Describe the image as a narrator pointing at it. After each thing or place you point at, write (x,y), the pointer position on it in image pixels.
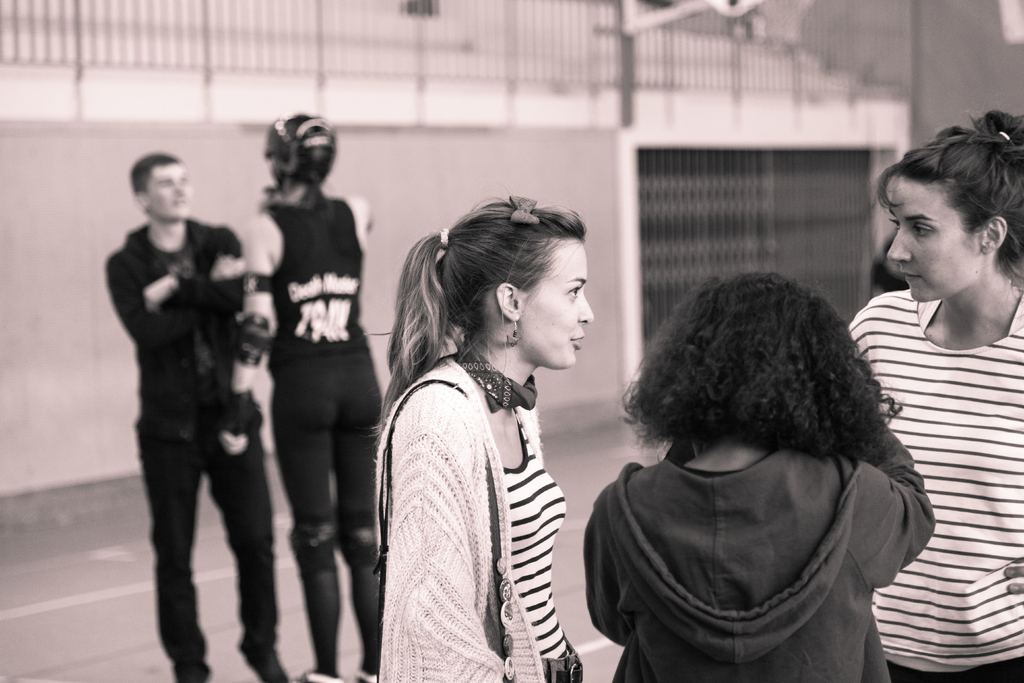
In this picture there are people (587,287) on the right (913,420) and left side of the image (139,206), there is a net (776,191) in the background area of the image (772,248).
